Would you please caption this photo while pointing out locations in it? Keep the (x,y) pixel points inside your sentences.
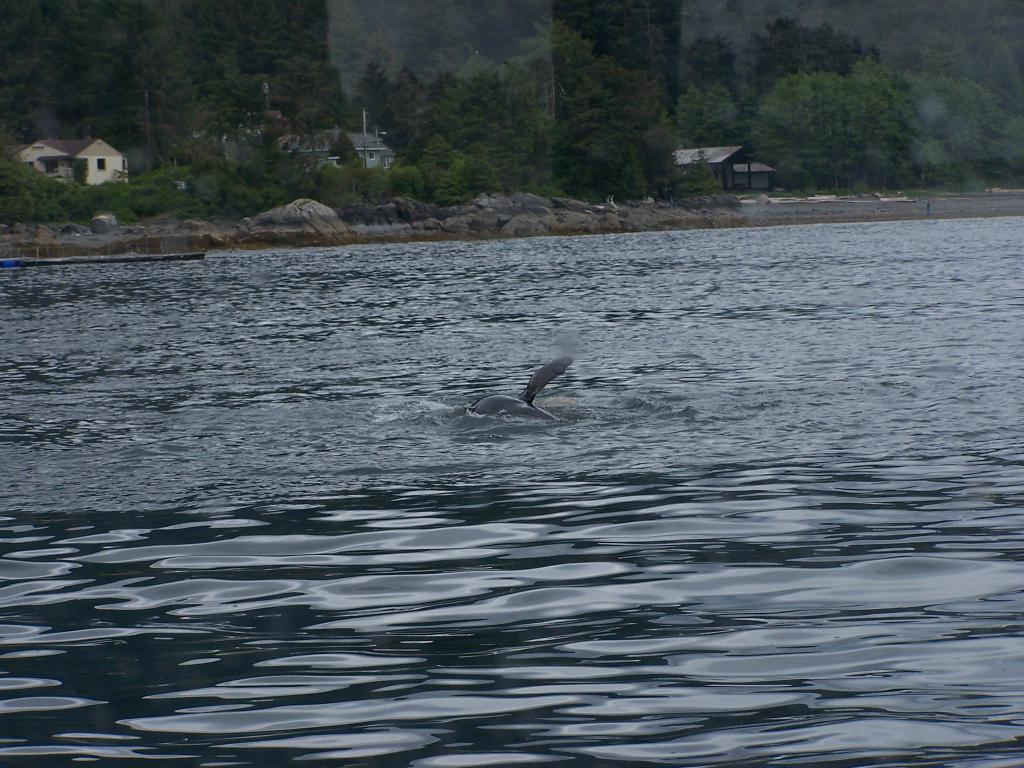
In this image in the center (511,447) there is water (571,450) and in the water (622,460) there is an aquatic animal (523,407). In the background (379,175) there are trees (216,174), houses (92,172) and there are stones (295,225).
